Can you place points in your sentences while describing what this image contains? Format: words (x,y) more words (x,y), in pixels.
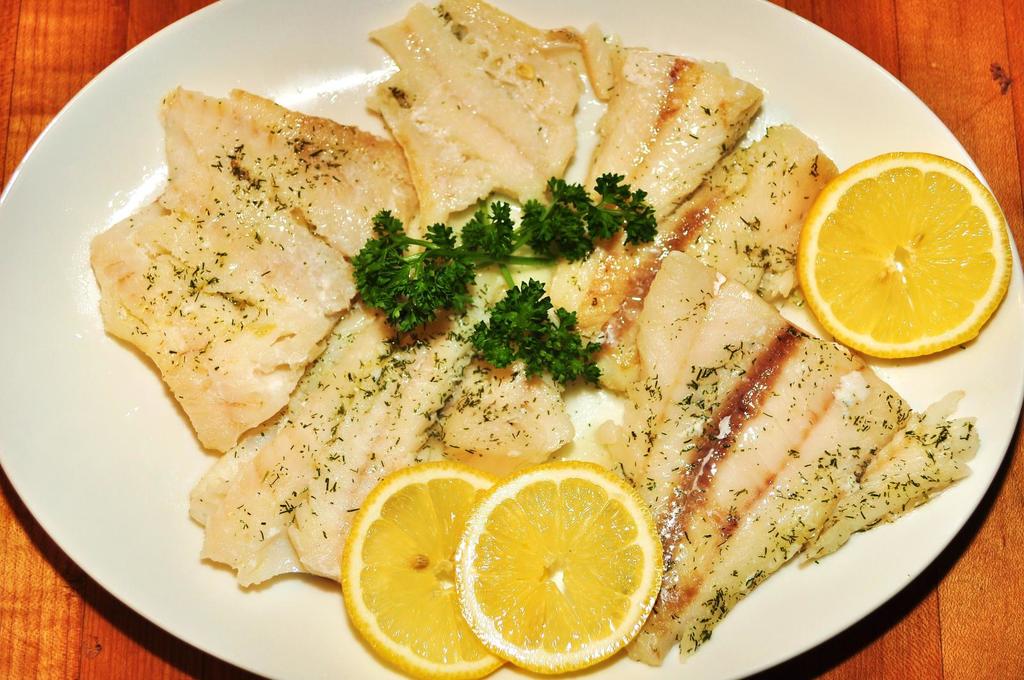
In this picture I can see a food item (605,178) on the plate (642,15), on the wooden board (72,36).
